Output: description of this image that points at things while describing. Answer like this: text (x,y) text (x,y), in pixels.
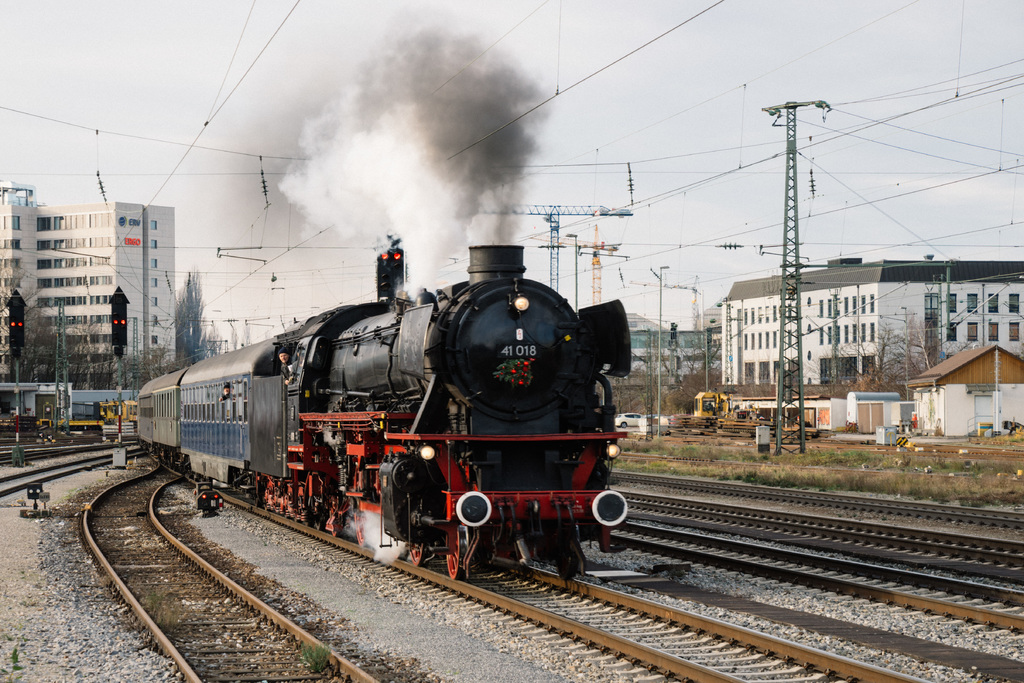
In the center of the image (419,371) we can see train (315,374) on railway track (544,609). On the left side of the image (82,236) we can see signals (20,352), railway tracks (41,453) and buildings (57,294). On the right side of the image (826,415) we can see vehicles (624,425), buildings (756,405), house (968,372), trees (709,370), towers (799,327), wires (617,209). In the background (640,139) we can see sky (710,137).
